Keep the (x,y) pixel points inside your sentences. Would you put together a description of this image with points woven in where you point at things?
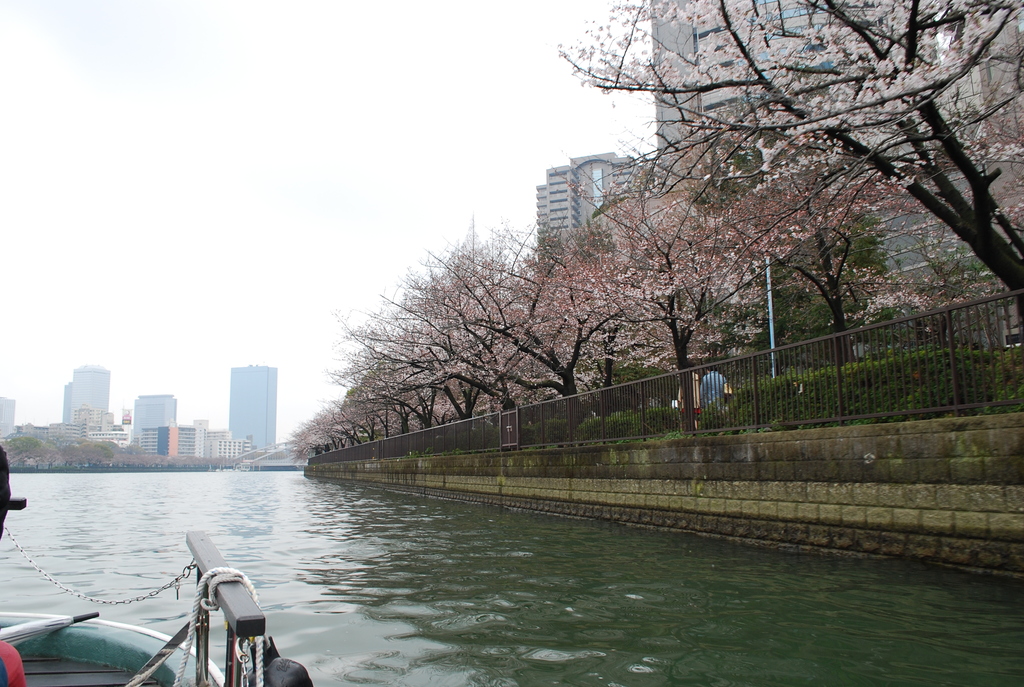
There is water (317,599). On the left corner (111,649) we can see a part of a boat (176,649). On the right side (829,480) there is a wall (574,471) with railings (502,427). Near to that there are trees (516,335) and buildings (586,165). In the background (227,374) there are trees (85,452), buildings (174,413) and sky (242,141).
